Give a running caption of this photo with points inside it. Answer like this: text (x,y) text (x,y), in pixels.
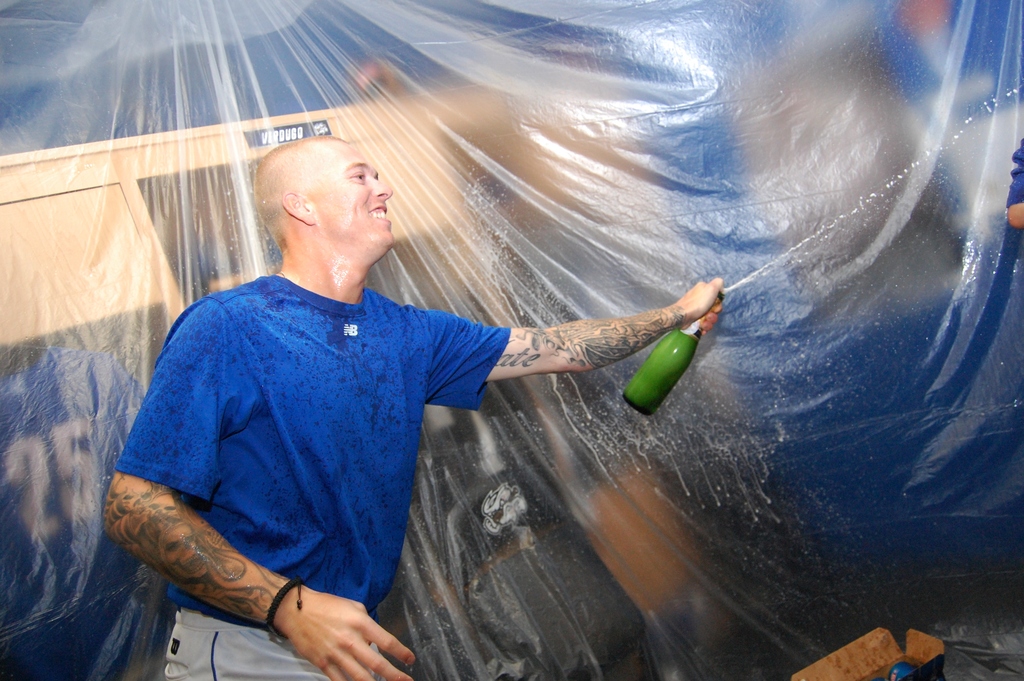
In this image there is a man (326,491) who is wearing the blue dress (351,477) is holding the bottle (669,346) with his hand (678,320). There is a tattoo (573,341) on his hand (580,335). In the background (573,178) there is a cover (602,124). Behind the cover (561,130) there is blur. At the bottom (844,666) there is a box (847,654). On the right side (1006,213) there is a person (1023,212).
